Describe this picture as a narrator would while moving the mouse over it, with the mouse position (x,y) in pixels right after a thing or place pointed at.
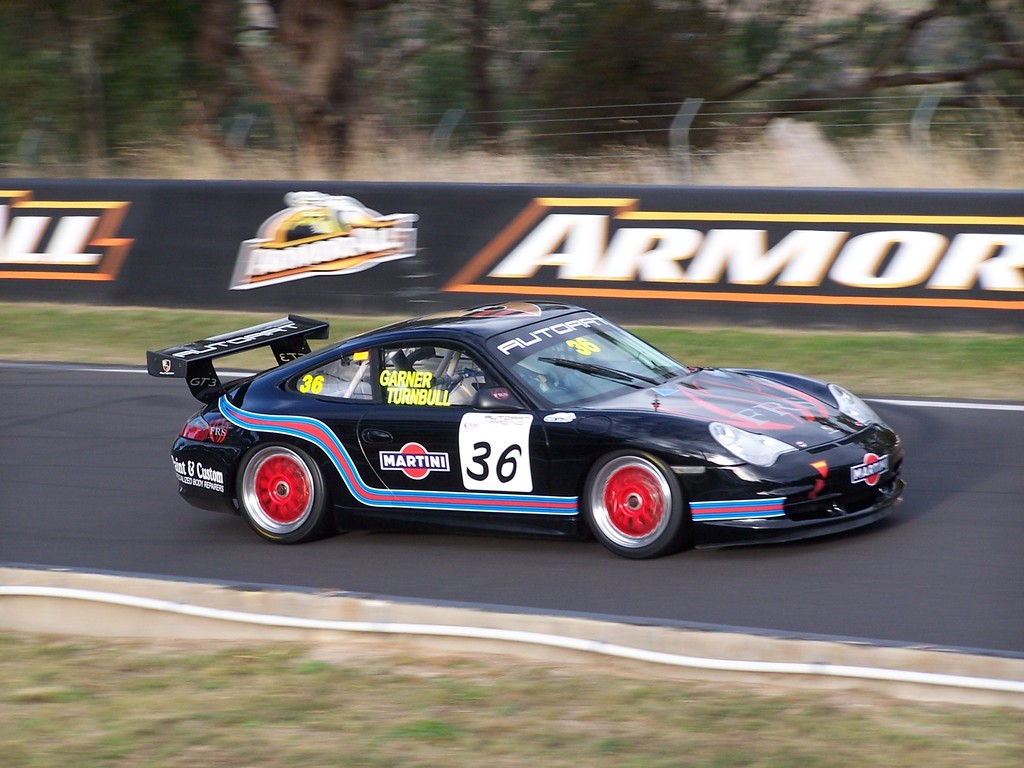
Here in this picture we can see a car (462,429) present on a racing track (434,565) and beside that on either side we can see grass (295,670) present on the ground (361,740) and we can also see a barricade (142,235) present and we can also see fencing (661,159), plants (743,135) and trees (651,61) in blurry manner.
